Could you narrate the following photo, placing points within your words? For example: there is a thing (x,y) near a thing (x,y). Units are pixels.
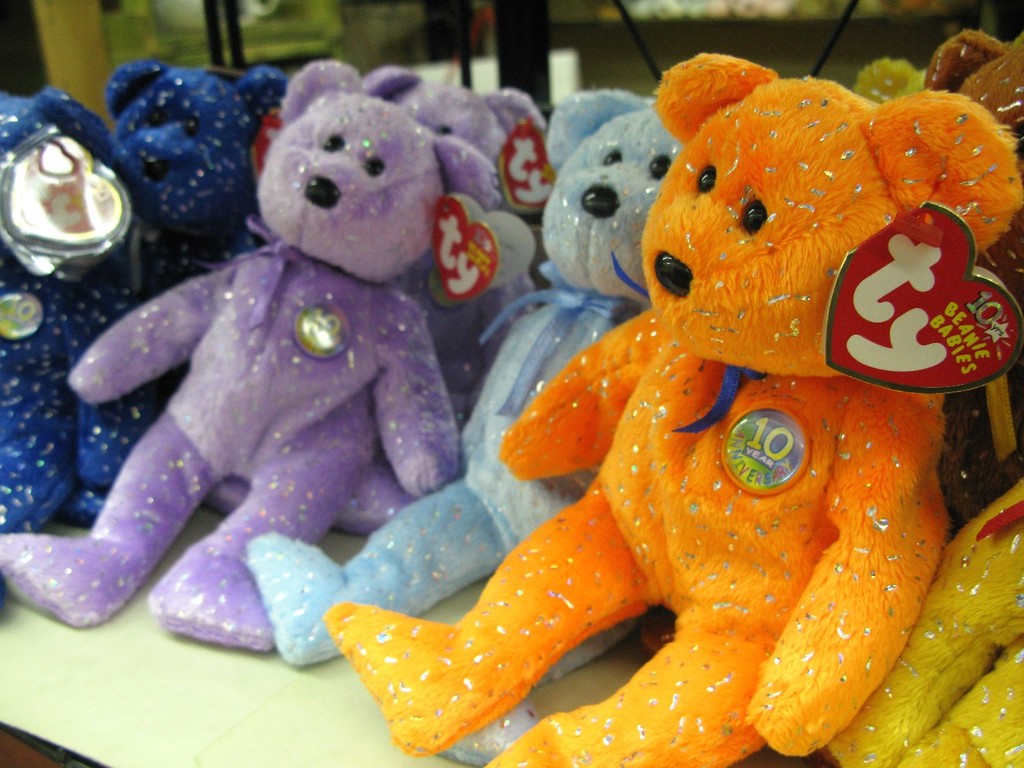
In this picture I can see a number of teddy bears (532,381).
